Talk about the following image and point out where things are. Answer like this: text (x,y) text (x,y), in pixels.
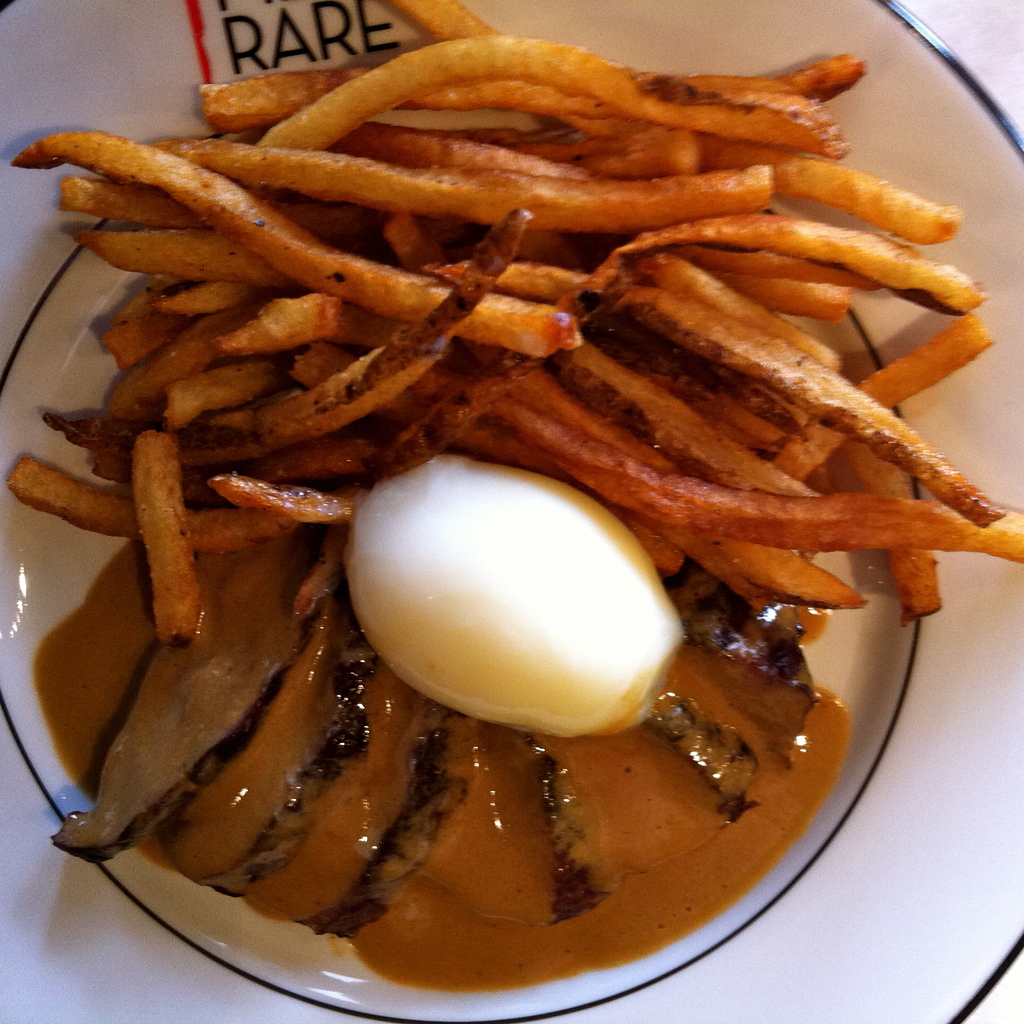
Here in this picture we can see some french fries (439,242) and sauce (688,786) and an egg (479,681) present on a plate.
